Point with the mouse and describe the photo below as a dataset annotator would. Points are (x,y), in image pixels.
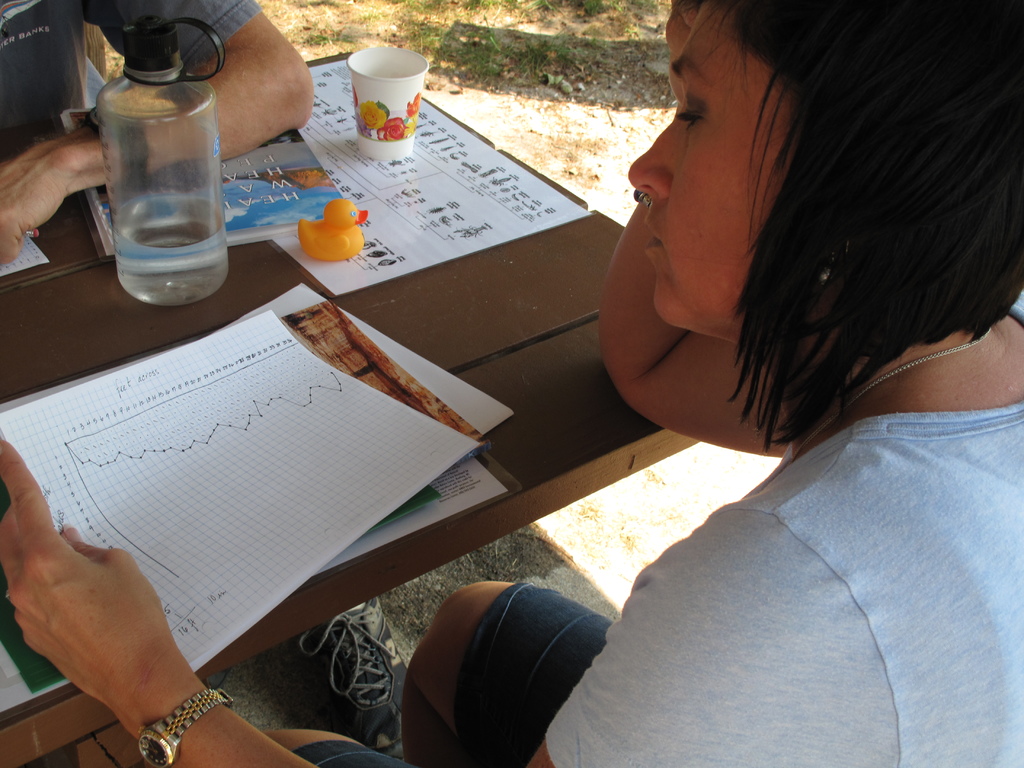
In the center (478,273) we can see table (365,590), on table (369,563) we can see papers (451,126), toy (328,231), book (314,185), water bottle (159,158), paper cup (375,110). And table (76,730) is surrounded by two persons (61,101).
